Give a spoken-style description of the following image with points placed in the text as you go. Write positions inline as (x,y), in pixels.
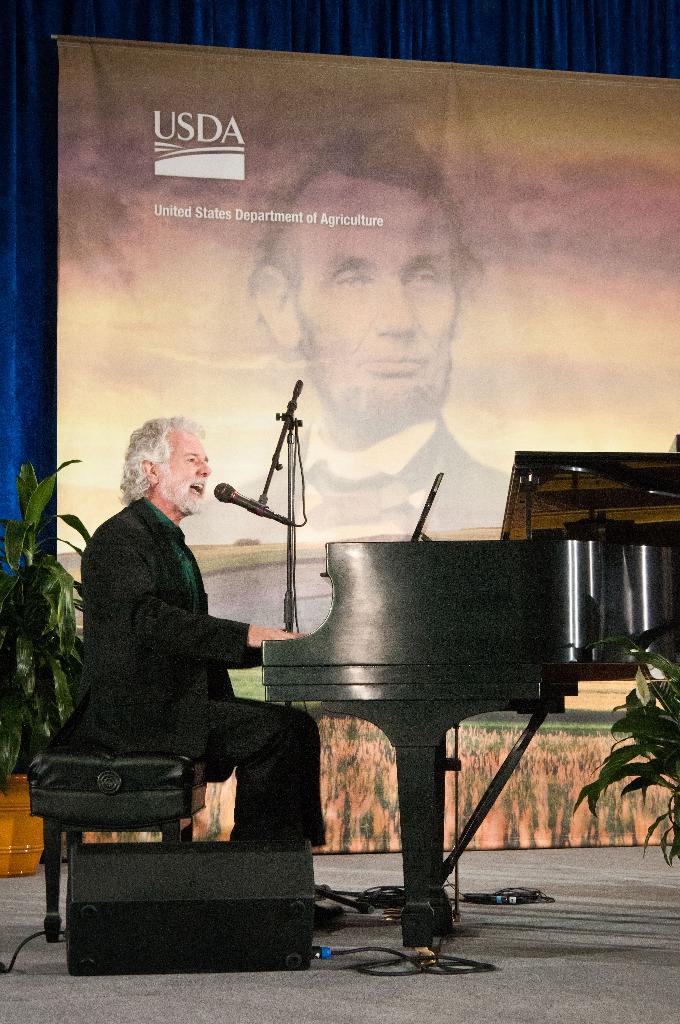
A person (173,662) wearing a black dress (164,711) is sitting on a stool (145,778). And he is singing and playing a piano (368,676). There is a speaker (192,878) on the floor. There is a mic (250,506) and mic stand (294,502) in front of him. There are two plants (6,589) there. In the background (296,368) there is banner (364,223) of Abraham Lincoln (333,254). Behind that there is a blue curtain (259,33).
